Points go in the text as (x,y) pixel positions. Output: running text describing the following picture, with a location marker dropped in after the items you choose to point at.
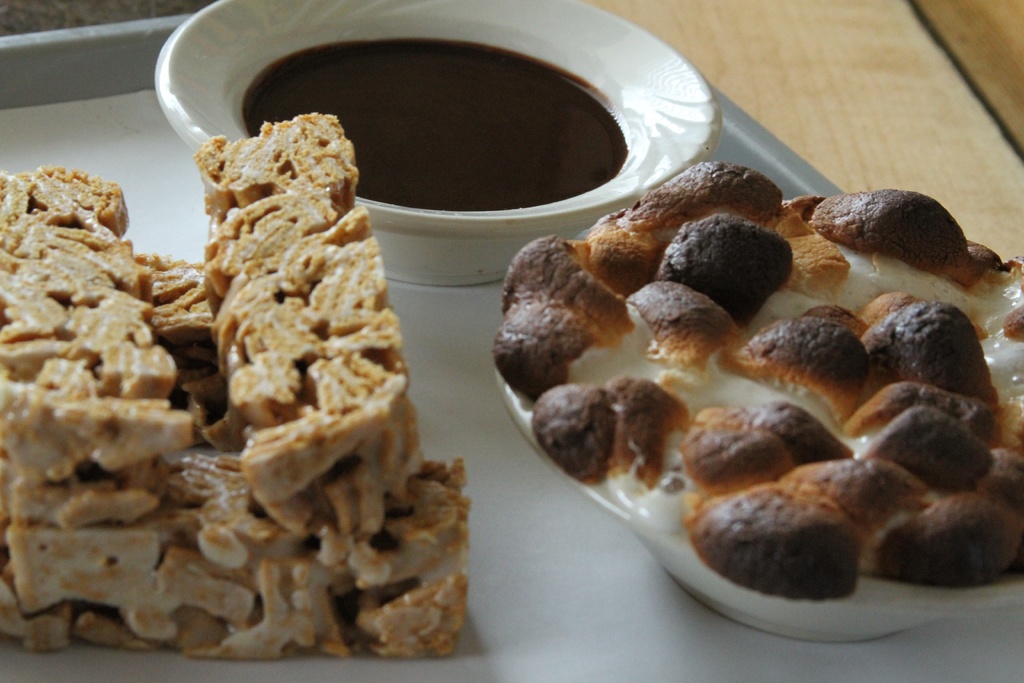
In this image I can see food items (643,373) with bowls (636,68) on a tray (438,309) or on a plate (443,440), which is placed on an object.
